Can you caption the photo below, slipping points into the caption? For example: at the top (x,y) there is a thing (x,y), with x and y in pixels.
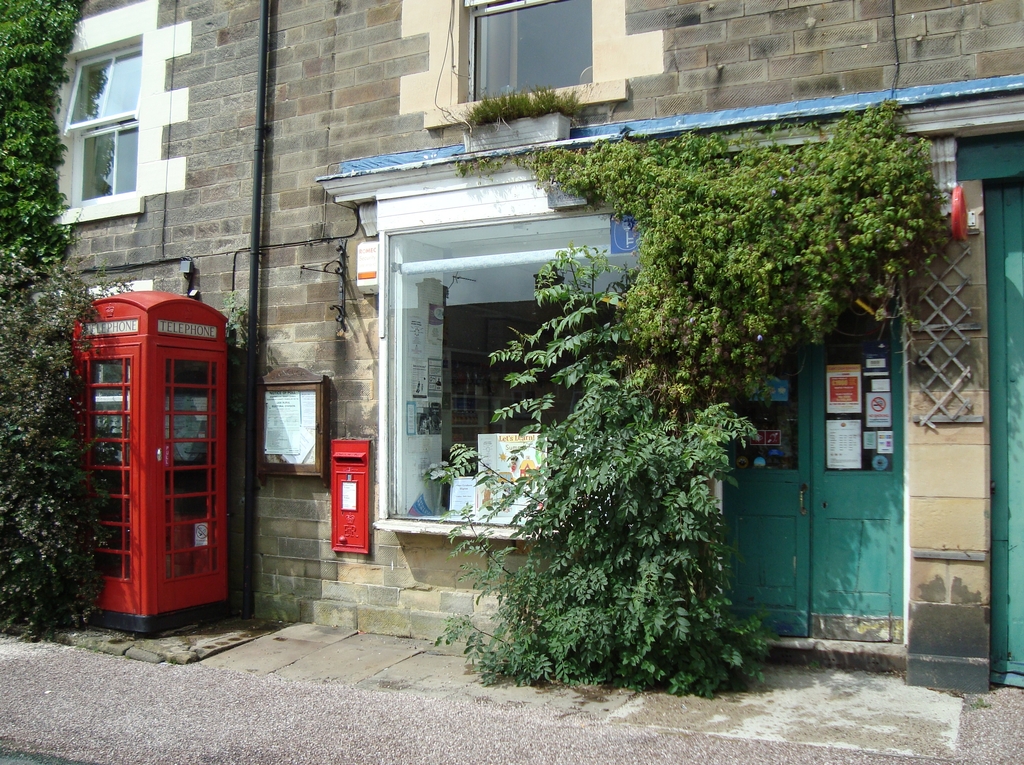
In this image we can see a building (460,265), here is the door (797,529), beside here is the plant (678,331), there is the window glass (465,292), here is the pole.
